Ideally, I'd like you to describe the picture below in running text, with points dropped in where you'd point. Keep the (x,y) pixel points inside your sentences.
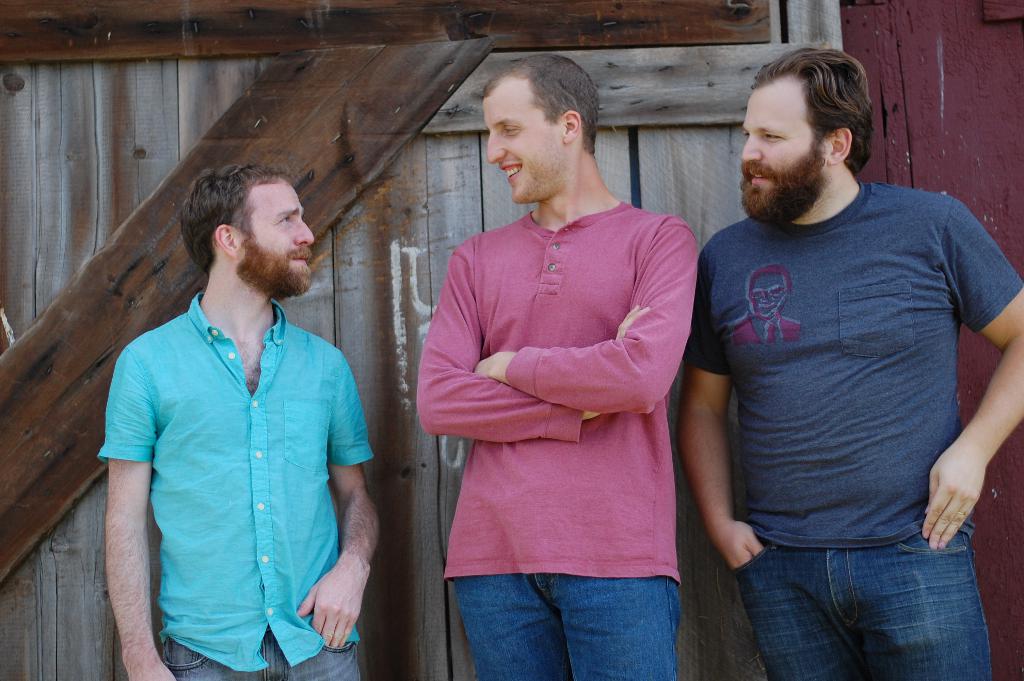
In this image we can see three men (310,386) with smiling faces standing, one wall (933,99) on the right side of the image (993,148), one wooden object (367,183) looks like a wall (373,162) in the background (396,71) and some text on the wooden object (393,364).
